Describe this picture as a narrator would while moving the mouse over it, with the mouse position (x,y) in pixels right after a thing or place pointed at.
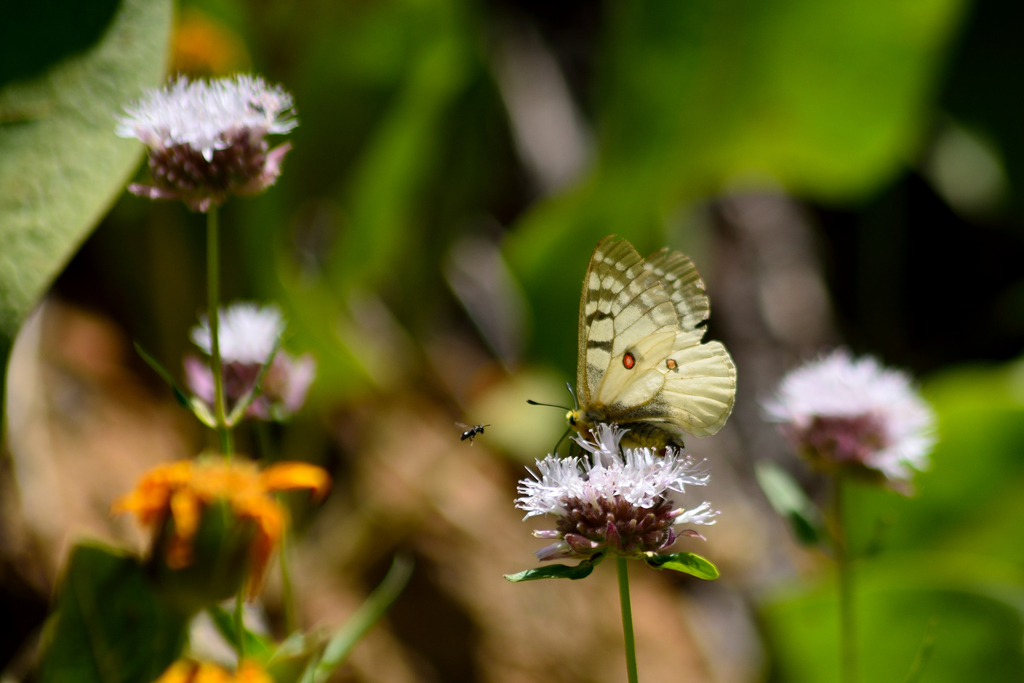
In this image butterfly (632,402) is on the flower (655,511). An insect (468,426) is flying in the air (480,436). Left side (213,88) there are few flowers (216,107) and leaves (8,153). Right bottom there is a flower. Background (955,544) is blurry.
